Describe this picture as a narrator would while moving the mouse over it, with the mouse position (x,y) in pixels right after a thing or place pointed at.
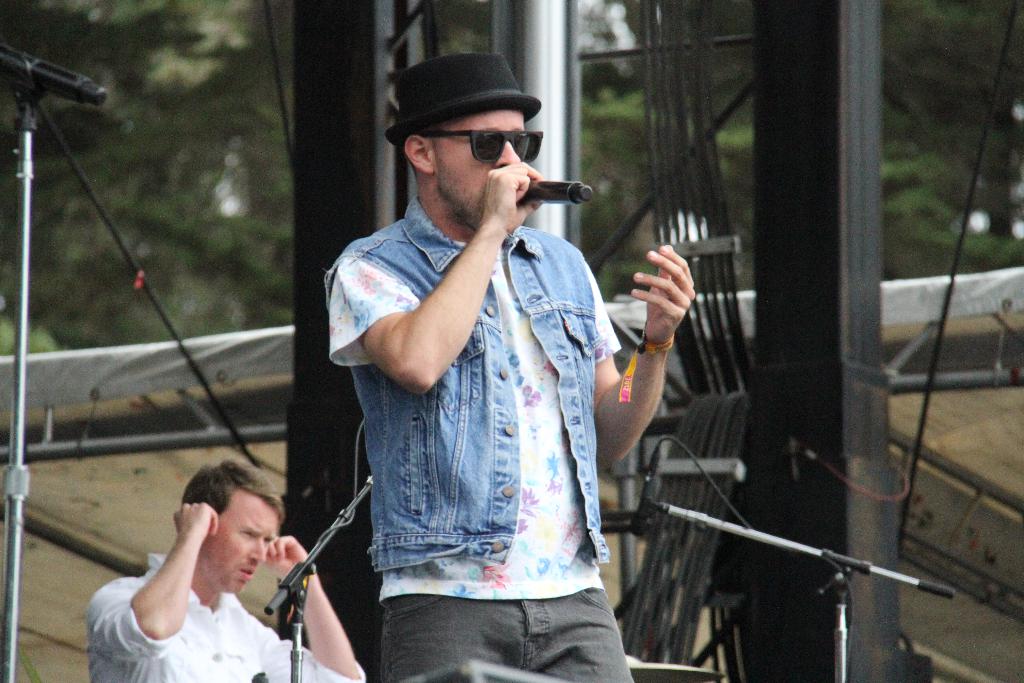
In this image we can see a man (504,349) standing and holding a mic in one of his hands (504,187). In the background (120,150) there are mic (45,79) to which mic stand (23,152) and a cable (136,274) is attached, grills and trees (277,192).
